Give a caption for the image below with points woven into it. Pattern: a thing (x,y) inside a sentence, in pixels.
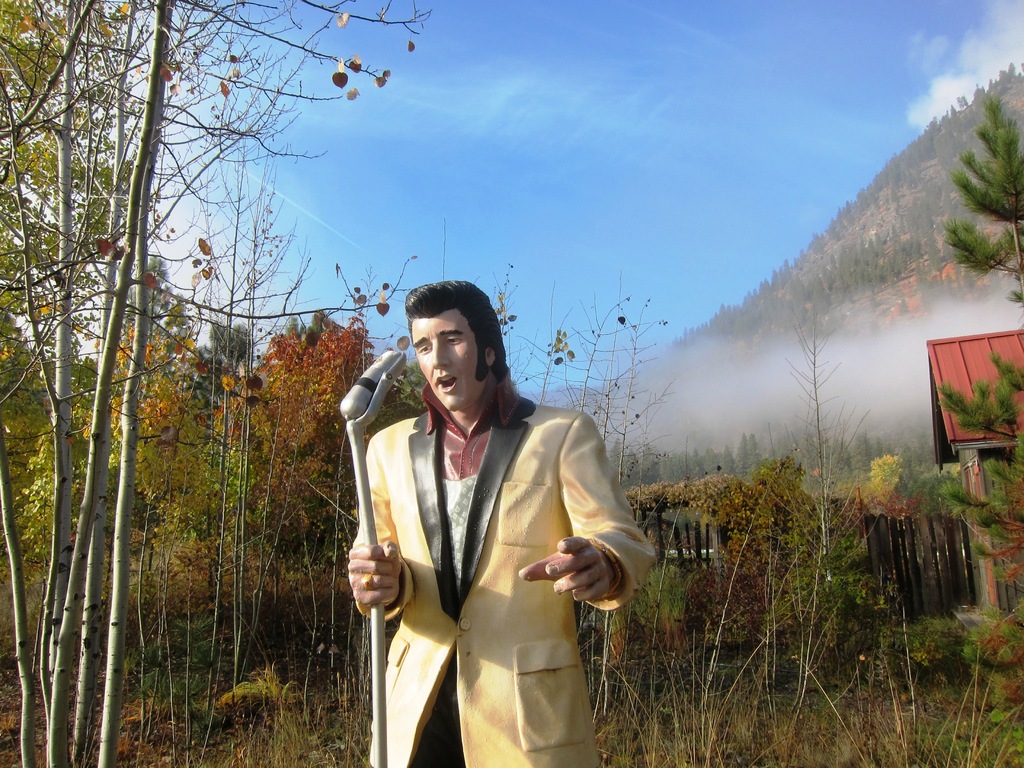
In this image there is a sculpture (565,723) of person (405,474) singing in microphone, behind that there are trees (853,532), mountains (986,223) and shed (1011,592).
